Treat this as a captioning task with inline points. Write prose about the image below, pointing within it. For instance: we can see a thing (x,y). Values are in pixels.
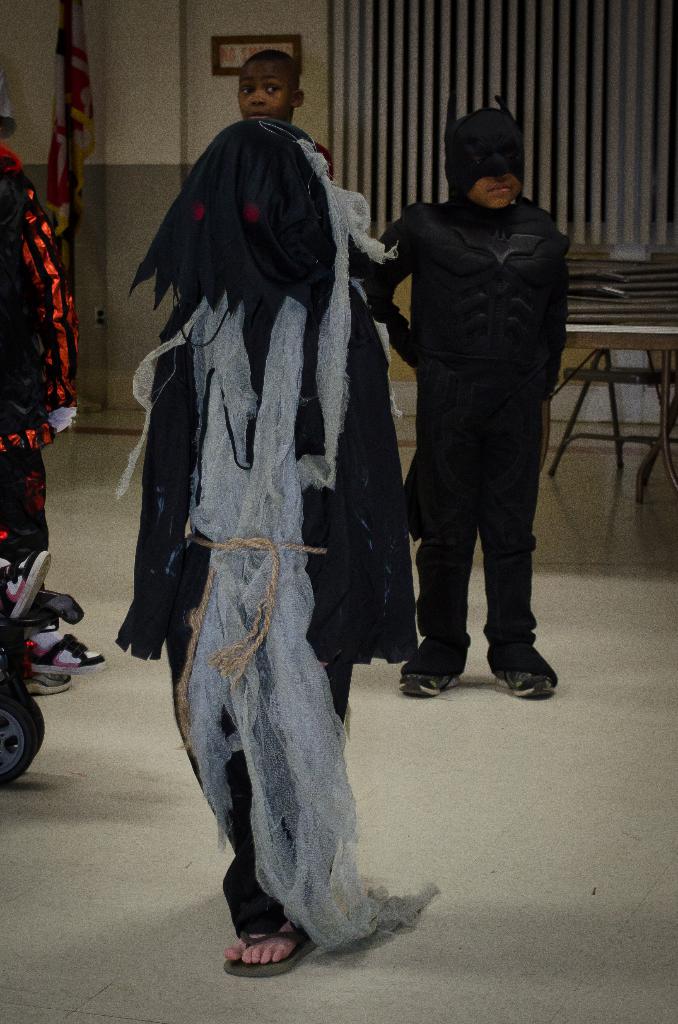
In the image few people (258,723) are standing. Behind them there is a table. At the top of the image (116,136) there is a wall (45,38) and there is a pole (64,10) and flag (82,46).
